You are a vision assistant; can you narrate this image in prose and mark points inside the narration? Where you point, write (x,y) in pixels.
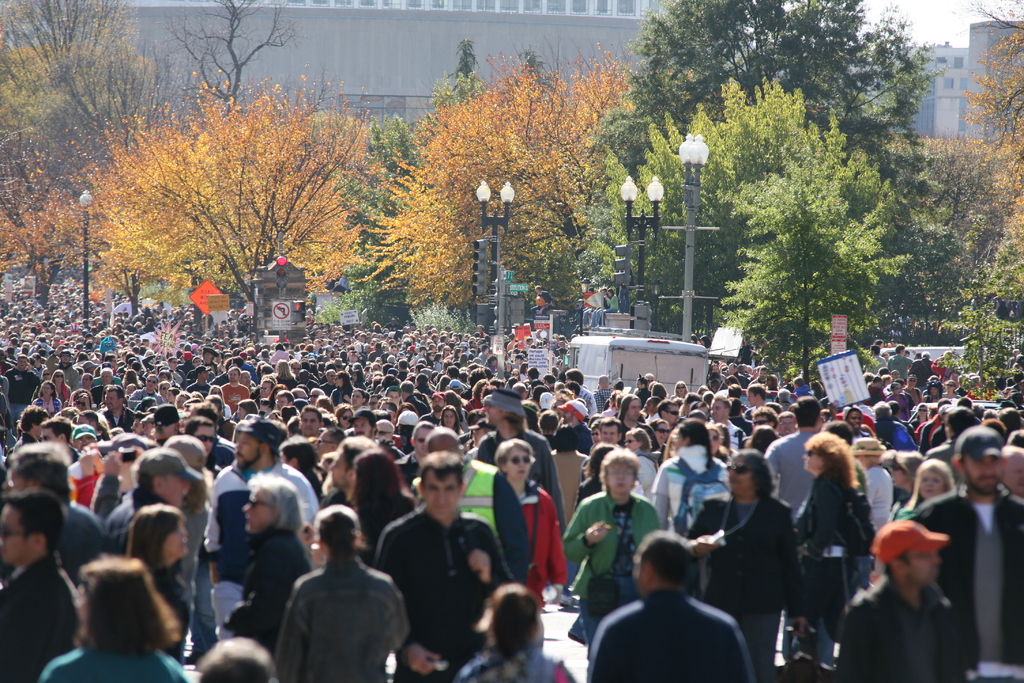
In this picture we can observe many people (391,494) walking. There were men (351,436) and women (617,490) in this picture. There are some poles (638,221) and we can observe a white color vehicle (615,352). There are some trees (539,160). In the background (393,65) there are buildings (477,47).
